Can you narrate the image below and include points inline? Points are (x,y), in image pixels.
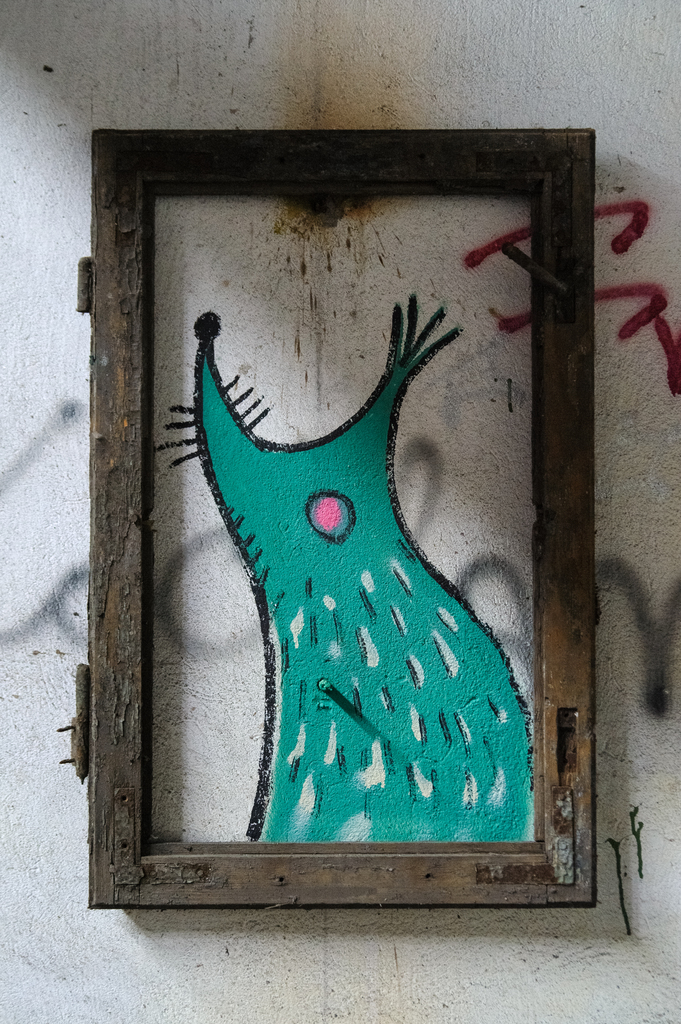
In this picture, it looks like a frame (565,494). Inside the frame (109,659), there is a painting (318,632) on the wall (230,656).
